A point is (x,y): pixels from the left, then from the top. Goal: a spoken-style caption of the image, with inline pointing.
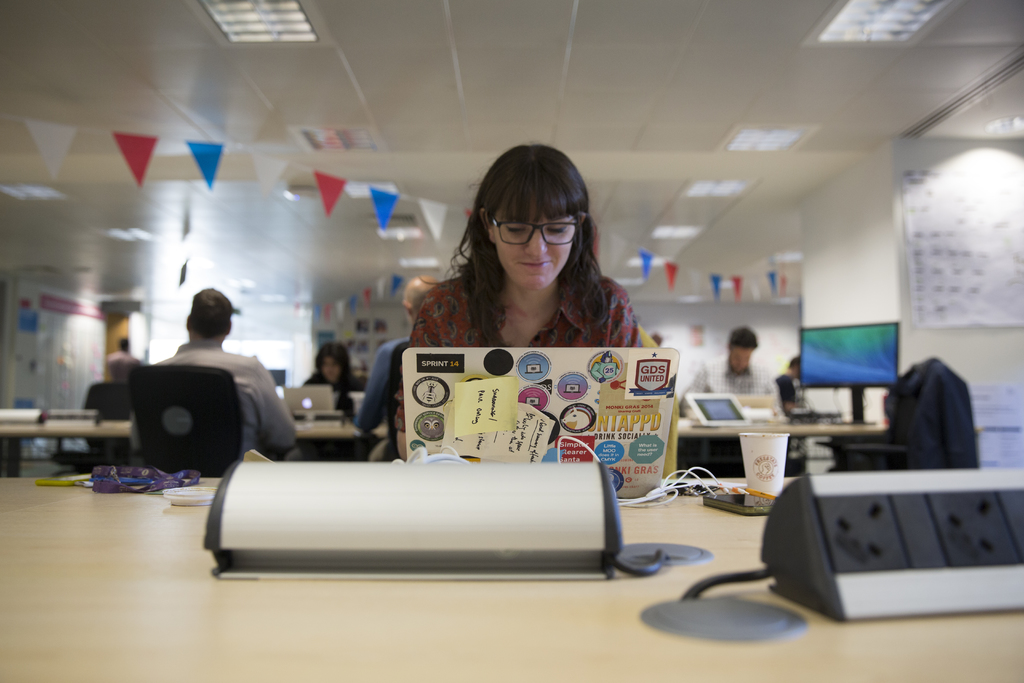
In the image we can see there is a woman (585,208) who is sitting and in front of her there is a laptop (654,427) and at the back (280,449) there are lot of people (115,354) sitting and the back the image is blur.
